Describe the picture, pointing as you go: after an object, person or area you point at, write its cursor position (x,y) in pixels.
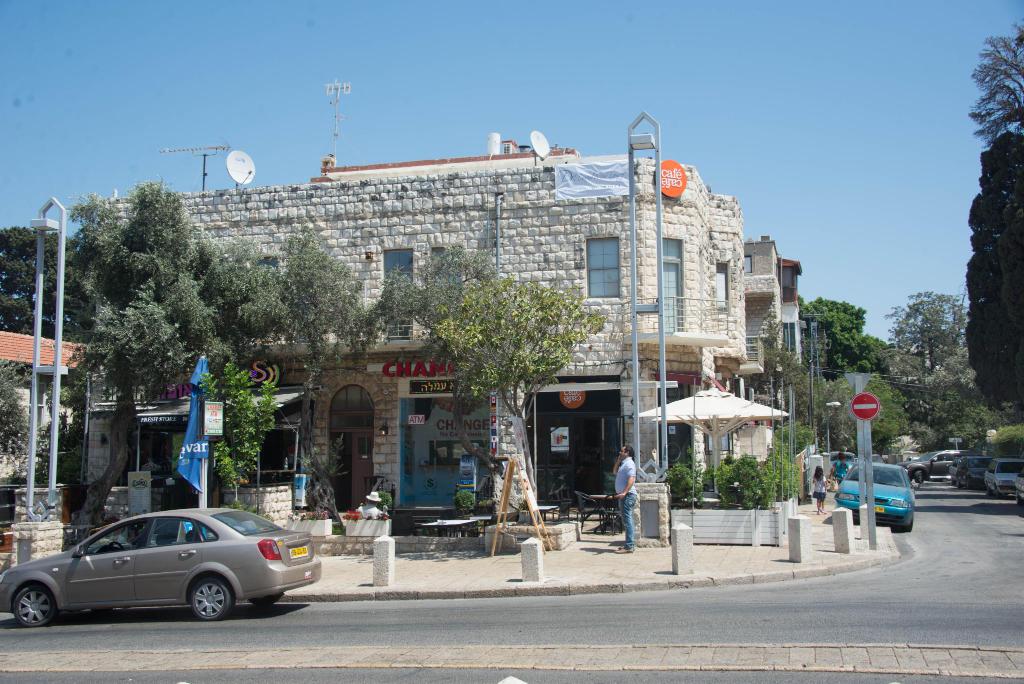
In this image there are vehicles (227,581) on a road (540,641) and people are walking on a footpath (819,524), in the background (602,413) there are trees (983,437), poles (815,367), buildings (756,363) and the sky (21,132).
